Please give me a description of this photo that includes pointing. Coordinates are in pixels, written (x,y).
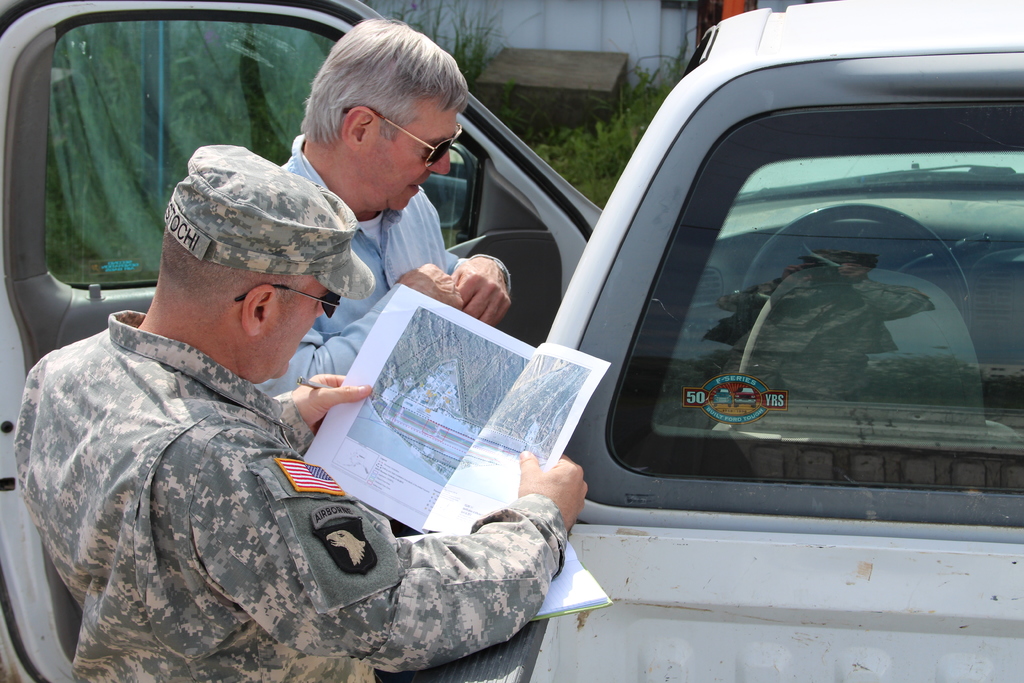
In the center of the image (360,249) we can see two persons (272,364) are standing. And the front person (263,444) is wearing a cap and he is holding one book (378,420) and a pen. In front of them, there is a vehicle (800,413). In the background (637,53) there is a wall (526,37), table (518,93), plants (575,172) and a few other objects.
